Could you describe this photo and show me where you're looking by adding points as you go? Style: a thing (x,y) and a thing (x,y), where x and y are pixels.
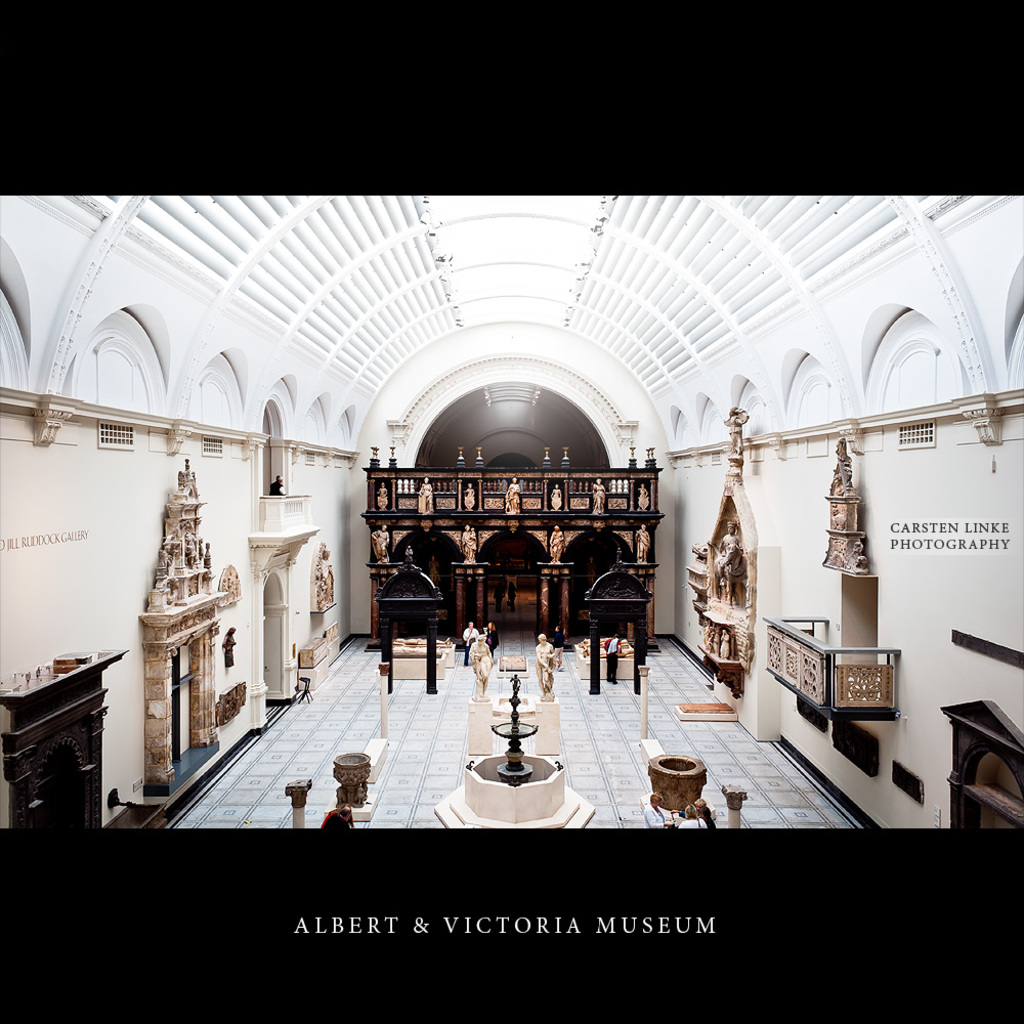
At the bottom of this image (616,921), there is a watermark (568,923). On the right side (996,540), there is a watermark (1004,536). On the left side (316,605), there is a text (37,542) on the wall (39,527) of a building (196,391) and there are sculptures (191,536) arranged on the walls (334,558). At the top of this image (475,315), there is a white color roof (699,351). On the right side (864,531), there are sculptures (718,579) attached to the walls (678,620). In the middle of this image (629,583), there are sculptures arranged in this building (673,681).
